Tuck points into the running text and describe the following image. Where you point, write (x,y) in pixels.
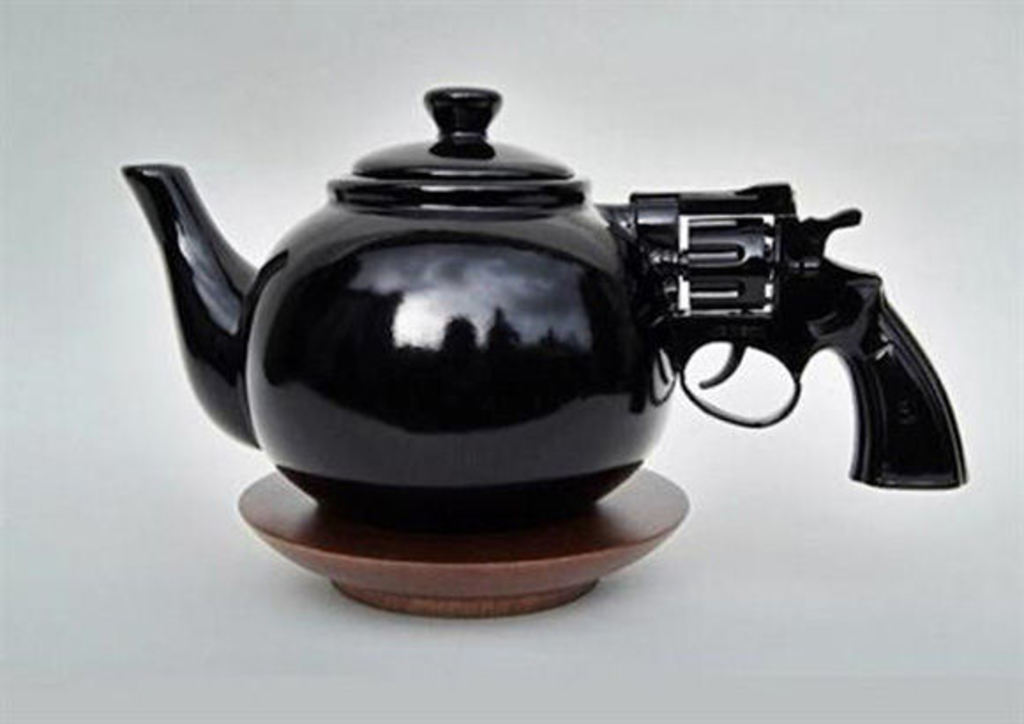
Here in this picture we can see a black colored kettle (415,305) present on plate (347,538), which is present over a place and its handle (716,252) is shaped in a trigger of a gun over there
